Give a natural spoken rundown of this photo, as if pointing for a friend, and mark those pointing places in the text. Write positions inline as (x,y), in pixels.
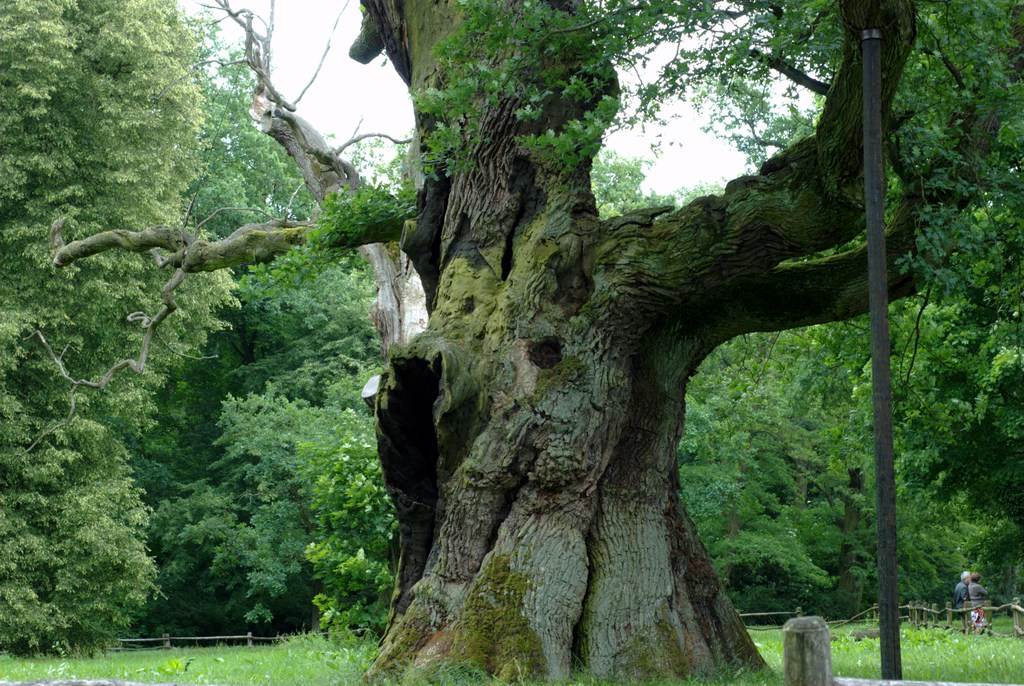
In this image I can see many trees (362,361). To the right (963,603) I can see the fence (985,606) and two people (976,615). In the background (341,120) I can see the sky (341,120).
